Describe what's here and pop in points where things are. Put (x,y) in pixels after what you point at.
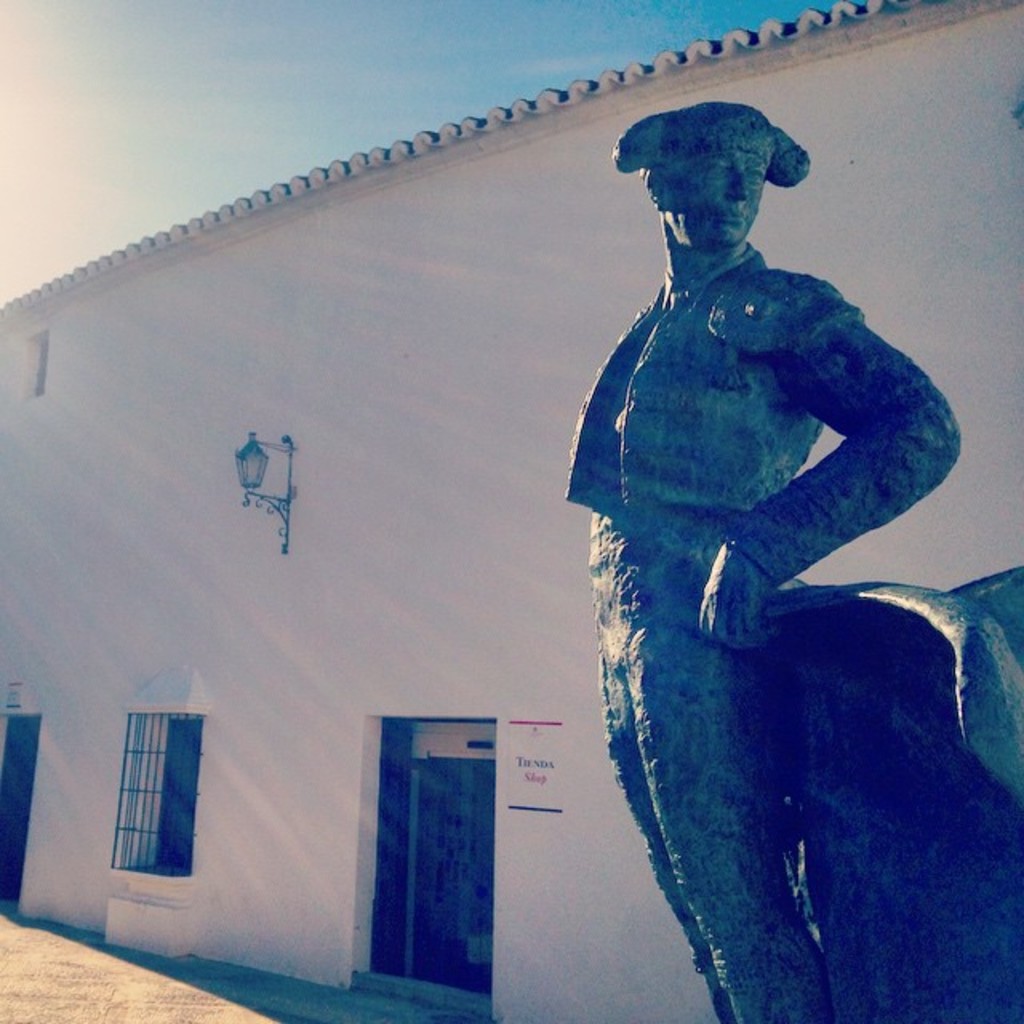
In this image in the foreground (721,552) there is one statue (659,547), and in the background (321,296) there is a house (351,903), windows (137,788), door (429,825) and on the wall (579,754) there is some board (535,764) and some light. At the bottom (203,988) there is walkway (200,961), and at the top of the image (180,67) there is sky (299,91).
